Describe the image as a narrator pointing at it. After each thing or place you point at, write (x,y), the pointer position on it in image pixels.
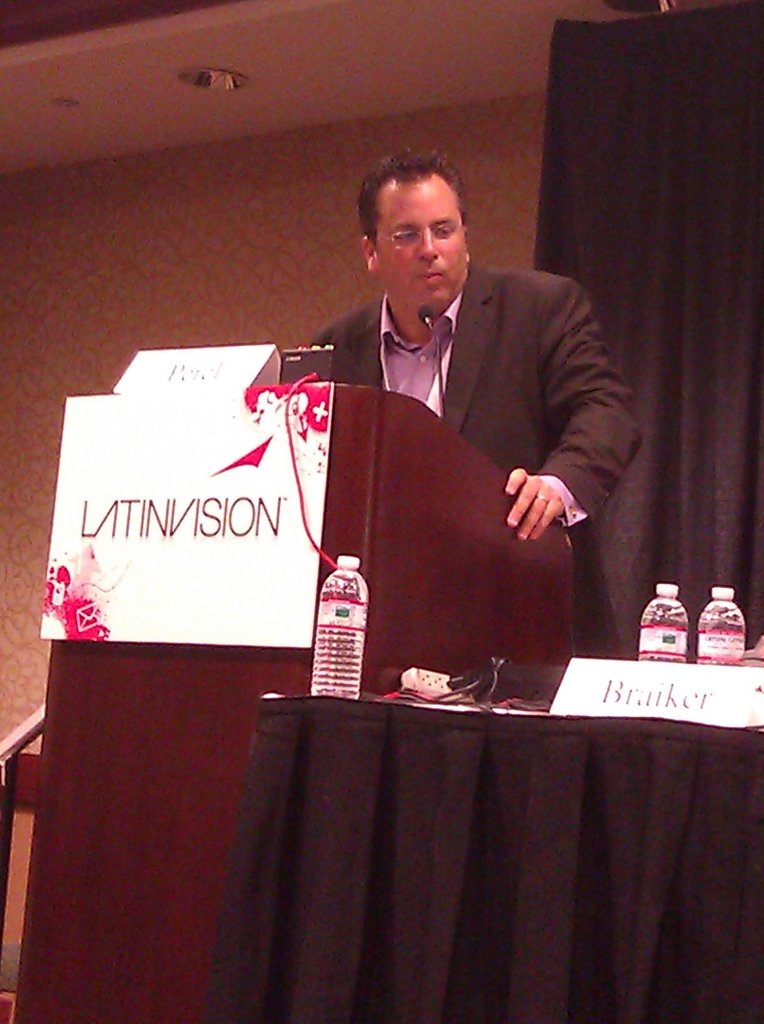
In this image we can see a man (485,278) standing near the podium (424,452), there is a board (222,483) and a mic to the podium (375,492) and beside the podium (421,575) there is a table (489,743), on the table (428,721) there are water bottles (334,641), a board (669,664) and few objects (472,690), there are lights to the ceiling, and in the background (676,465) there is a curtain (624,166) and a wall (261,249).
